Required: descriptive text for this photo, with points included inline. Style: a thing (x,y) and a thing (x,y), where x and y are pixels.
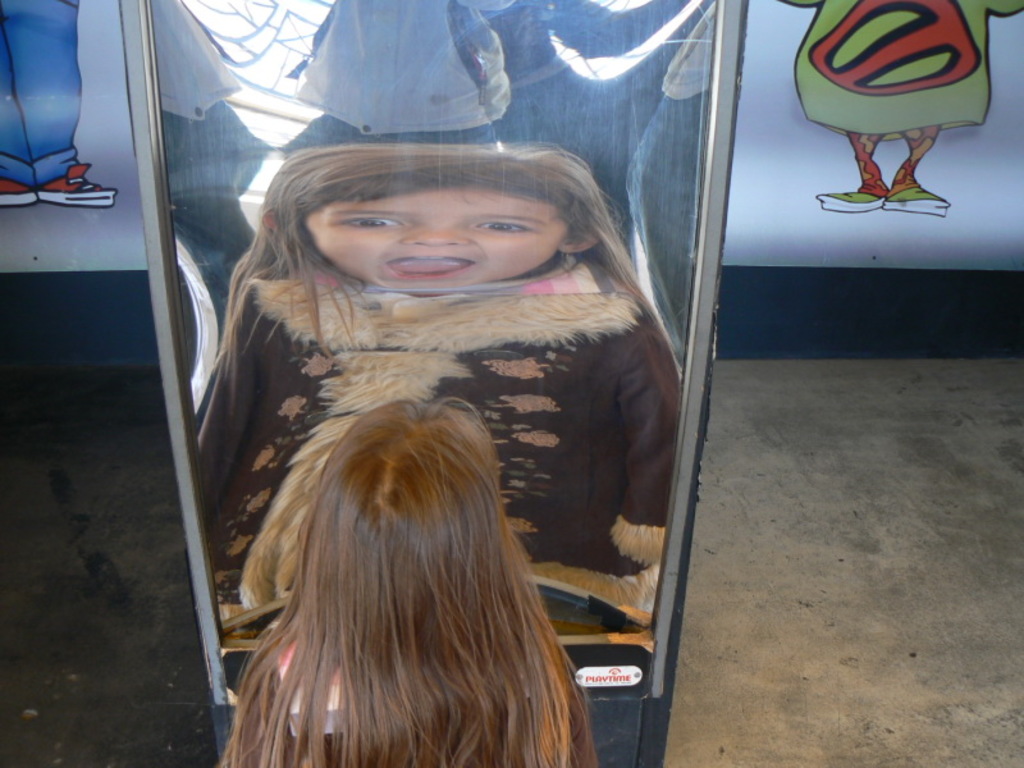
In this image, we can see a girl (427,709) is there in-front of box (582,344). On the box (633,483), we can see some reflections (377,324). Here we can see few people (380,137). Background (811,315) there is a wall (742,138), some painting (35,180). Here we can see the floor (741,645).
